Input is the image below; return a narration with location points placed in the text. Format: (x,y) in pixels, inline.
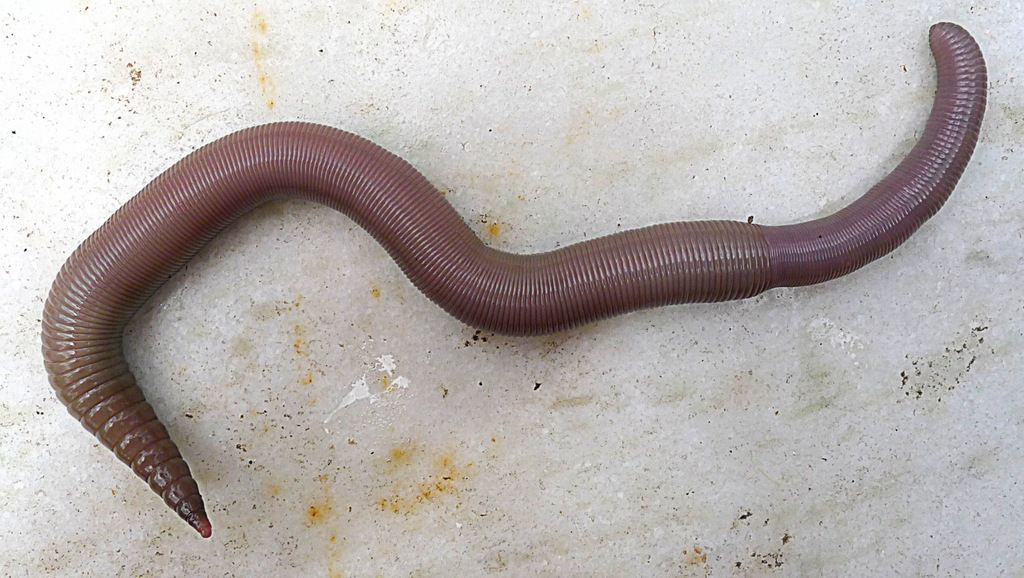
This image consists of a earth worm (612,238). It is in brown color. At the bottom (277,464), there is a floor (519,445).
